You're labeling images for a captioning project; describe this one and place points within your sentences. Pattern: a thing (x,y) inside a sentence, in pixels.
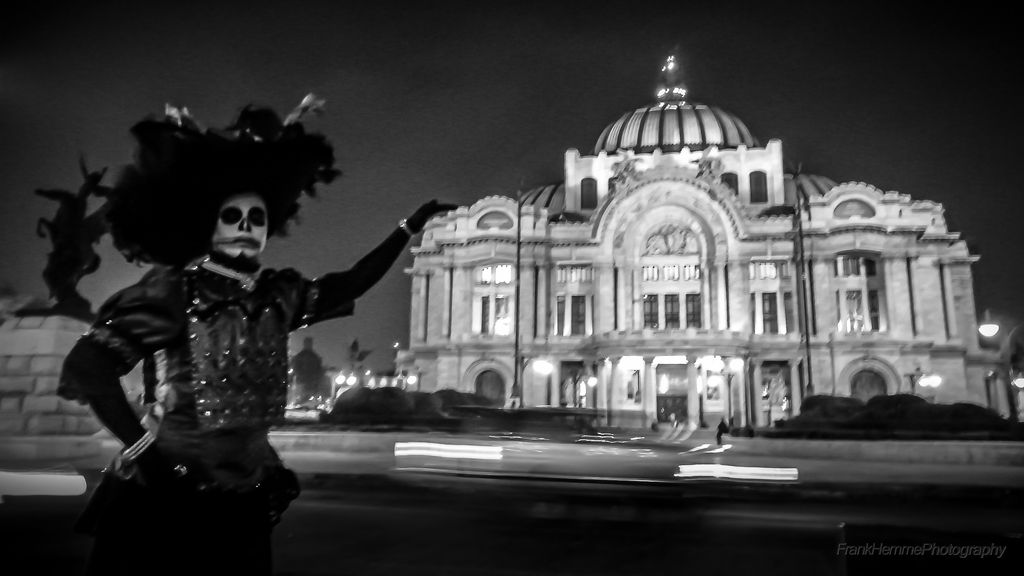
In this picture I can see a building (680,225) and a human (241,367) wearing costumes (156,359) and standing. I can see a statue (65,256) on the left side (80,233) and I can see trees (391,422), plants (875,415), few lights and couple of poles (802,246).
